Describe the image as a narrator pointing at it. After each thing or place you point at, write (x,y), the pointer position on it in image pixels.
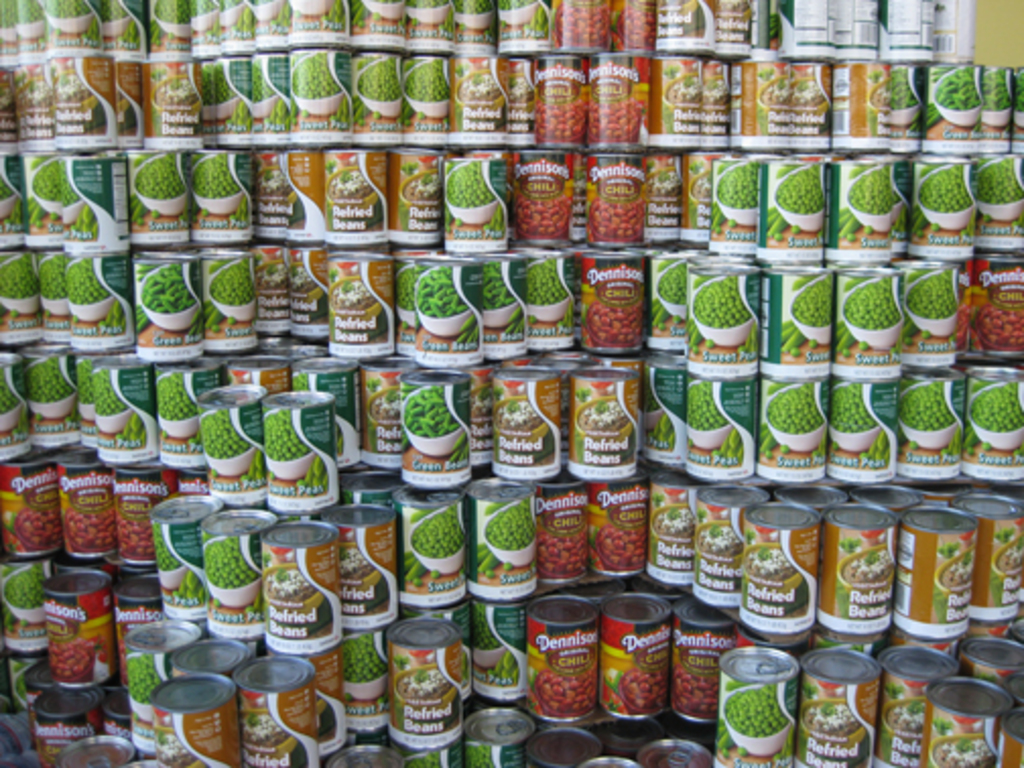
In the picture I can see the food product cans (471,222).
